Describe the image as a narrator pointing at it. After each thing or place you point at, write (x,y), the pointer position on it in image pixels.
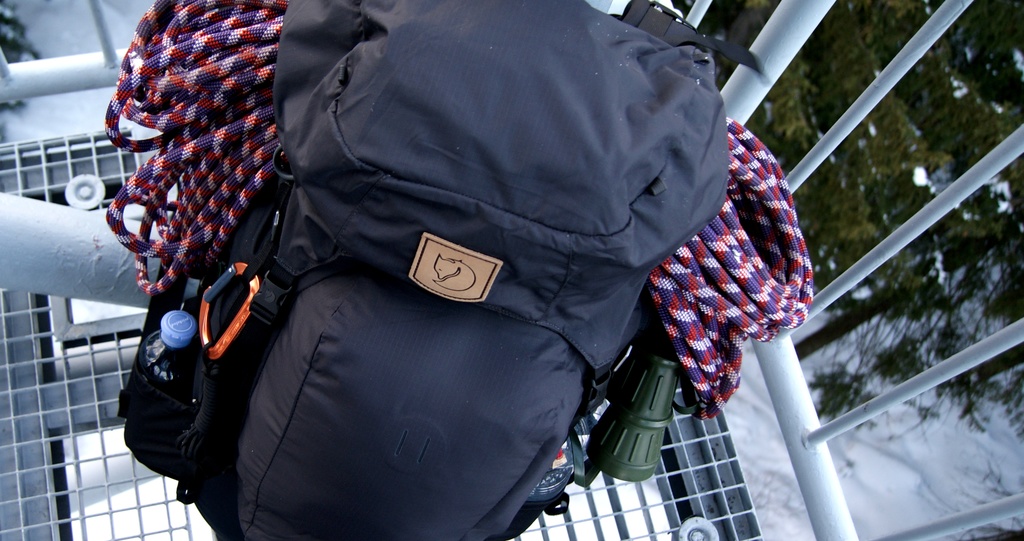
Here we can see a travel bag (487,270), climbing ropes (254,87) in it and at the left side (177,319) we can see a bottle (192,328) and at the right side (788,152) we can see trees (850,171).
